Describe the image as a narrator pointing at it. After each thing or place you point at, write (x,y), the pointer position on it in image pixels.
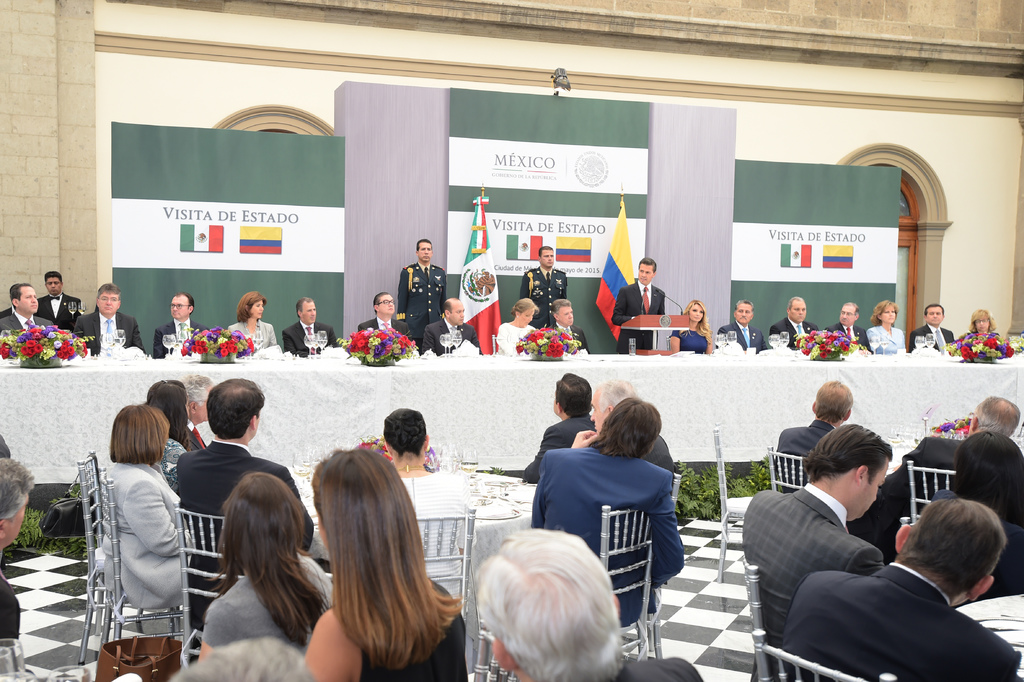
In this image I can see group of people (386,524) sitting on the chairs (472,531). I can see glasses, few colorful flower (218,343) on the table (269,364). I can see a podium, board (465,195) and flags (615,270). I can see building (862,87) and glass windows (915,235).
